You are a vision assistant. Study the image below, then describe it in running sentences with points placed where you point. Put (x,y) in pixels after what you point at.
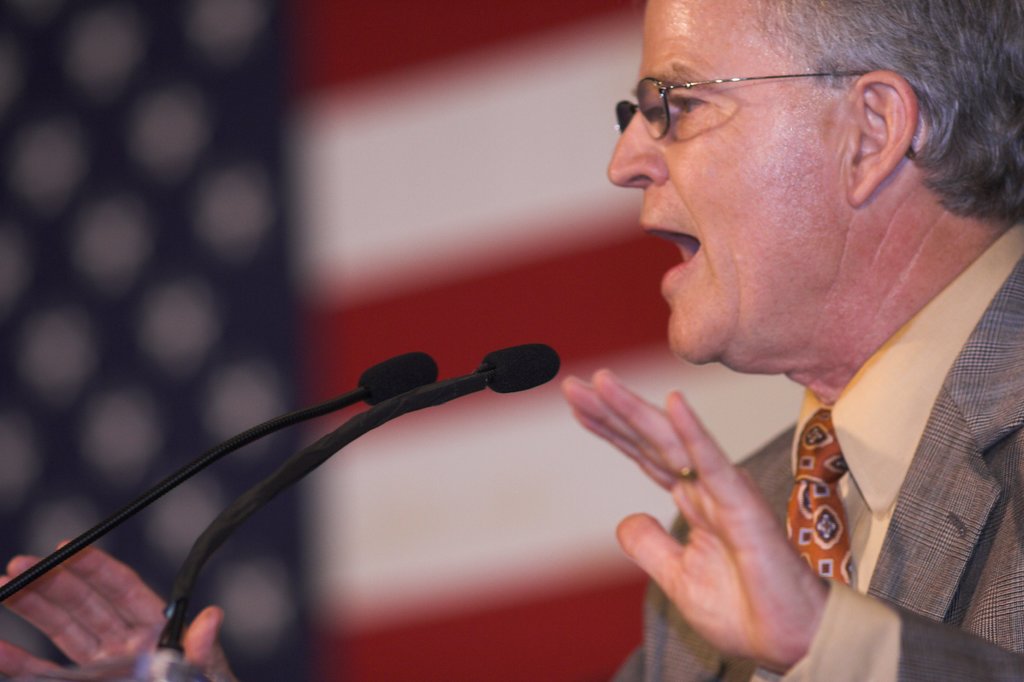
In this image I can see the person (832,355) with the blazer (946,566), shirt (854,506), tie (843,535) and the specs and there are two mics (338,443) in-front of the person (878,512). I can see the blurred background (221,234).
